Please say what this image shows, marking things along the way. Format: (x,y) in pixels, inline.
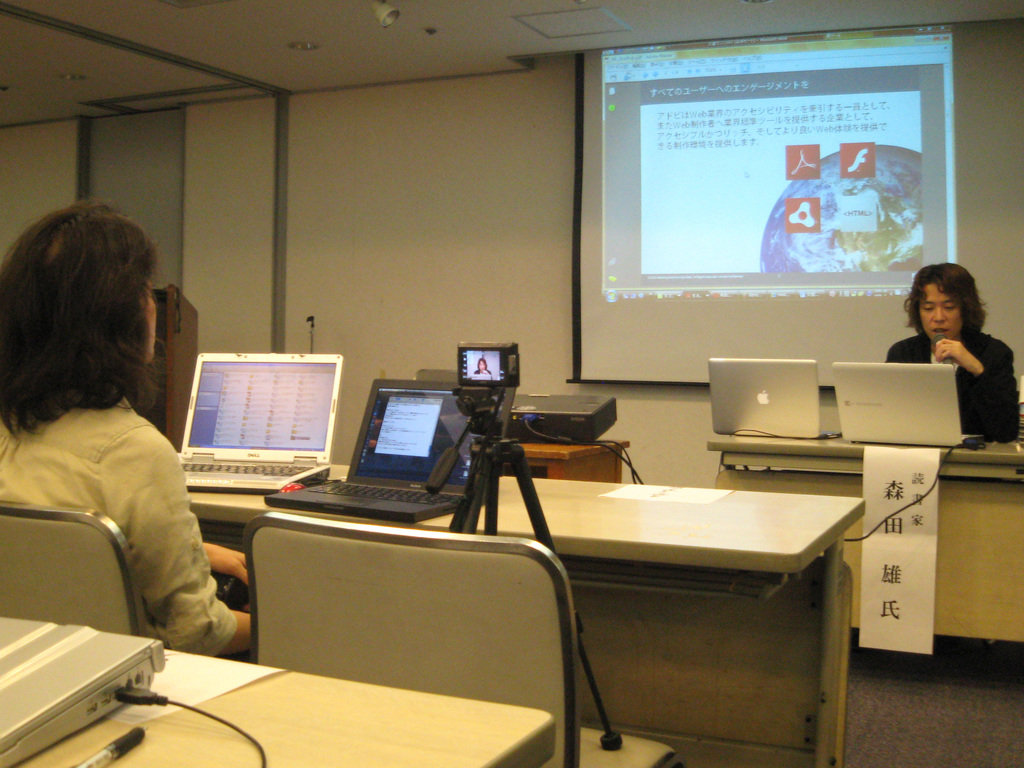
In this image i can see a woman (151,513) sitting on a chair (116,542) there is a laptop (239,446) on a table (517,507) in front of a woman (123,451) at the back ground (931,318) i can see the other woman (946,299) in front of a laptop (931,365) and a projector (818,299).
